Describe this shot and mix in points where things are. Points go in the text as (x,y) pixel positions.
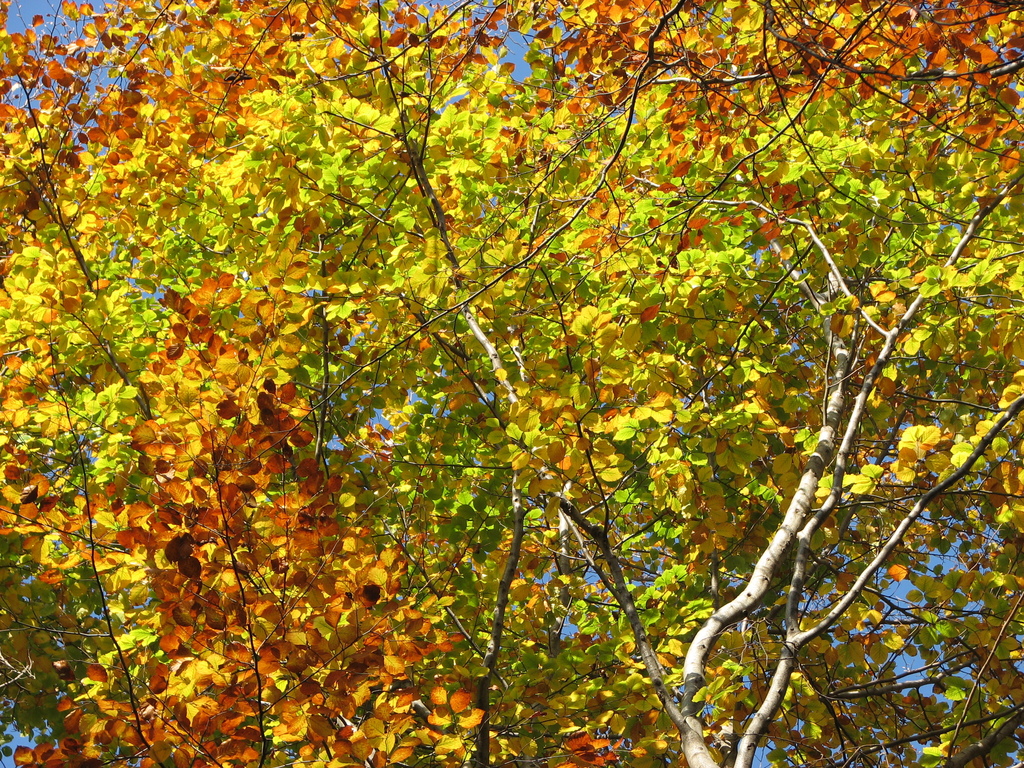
This image is taken outdoors. In the background (50,18) there is the sky (59,0). In the middle of the image (449,476) there are a few trees (769,542) with branches (688,742), stems (694,730) and leaves (249,510).
